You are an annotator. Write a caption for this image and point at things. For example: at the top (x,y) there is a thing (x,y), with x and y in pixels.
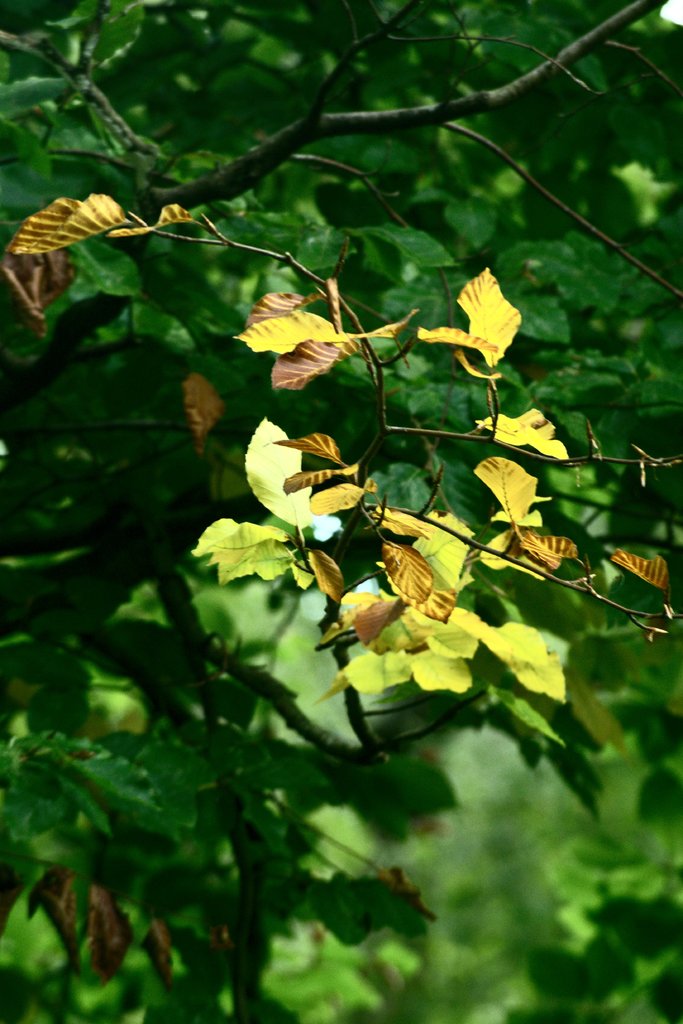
We can see yellow and green leaves (379,170) and we can see stems (31,382).
